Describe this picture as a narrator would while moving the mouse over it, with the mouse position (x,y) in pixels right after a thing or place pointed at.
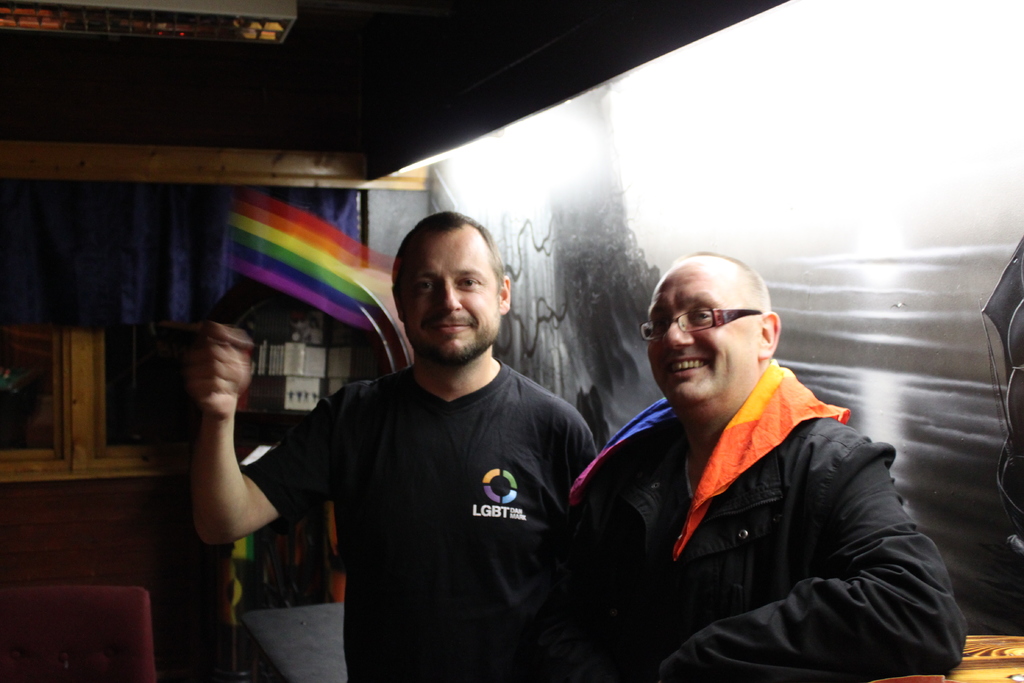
On the right side (714,345), there are two persons (508,428) in black color dresses (770,465), smiling and standing. One of them is keeping his elbow (933,642) on a surface (980,662). In the background (118,382), there is a curtain (158,224), there is a glass window (133,370) and there are other objects (280,549).
